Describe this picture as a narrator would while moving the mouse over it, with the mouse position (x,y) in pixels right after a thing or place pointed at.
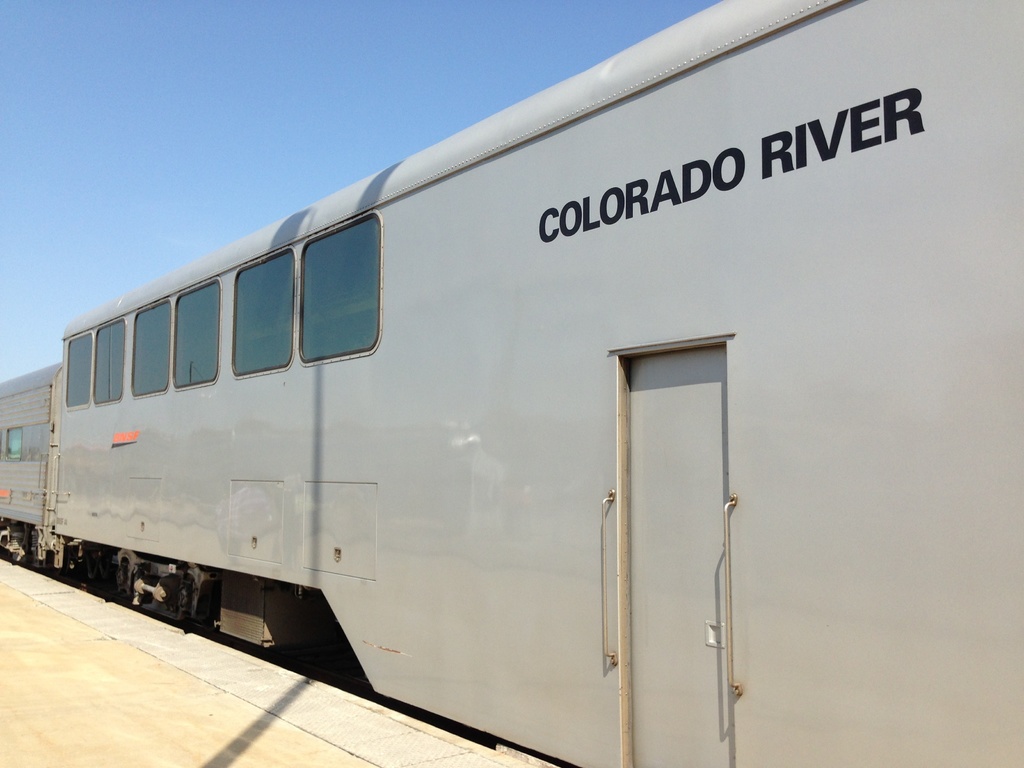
In this picture we can see a train (286,393), and we can find text (909,94) on the train (845,333).
